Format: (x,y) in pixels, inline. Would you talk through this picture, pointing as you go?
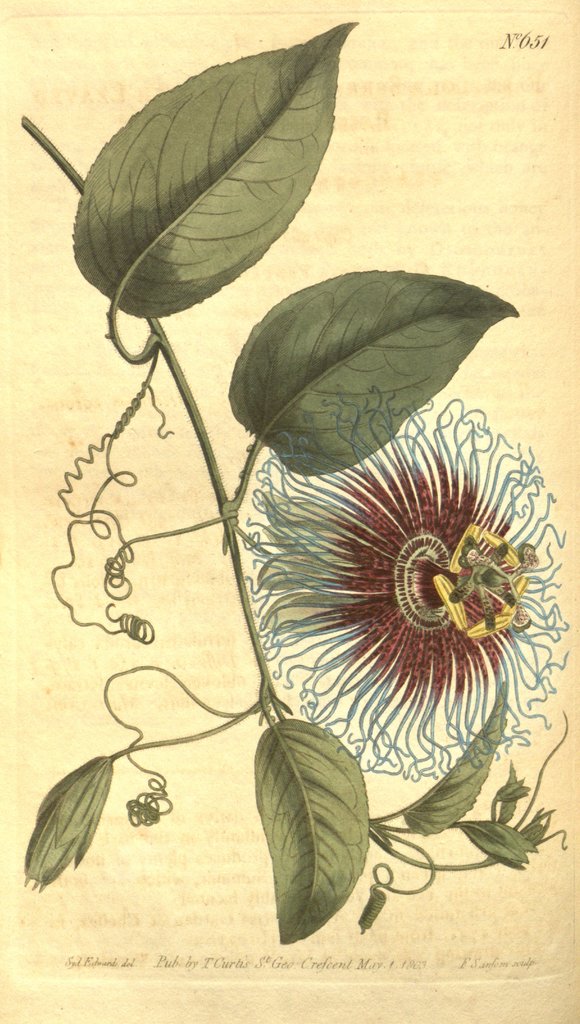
In this image we can see a poster (263,216) which includes images of flowers (427,604) and leaves (107,168). At the bottom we can see some text (361,968) on it.
